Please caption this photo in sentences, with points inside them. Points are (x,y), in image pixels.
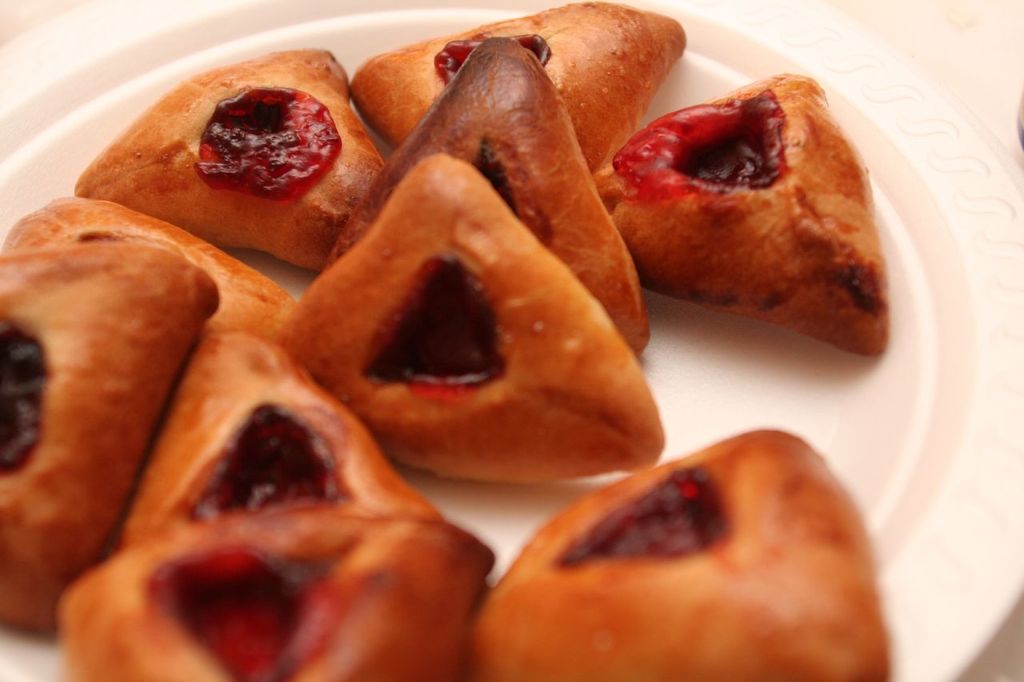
In this picture we can see some food items (548,255) are placed on the plate (773,394).
